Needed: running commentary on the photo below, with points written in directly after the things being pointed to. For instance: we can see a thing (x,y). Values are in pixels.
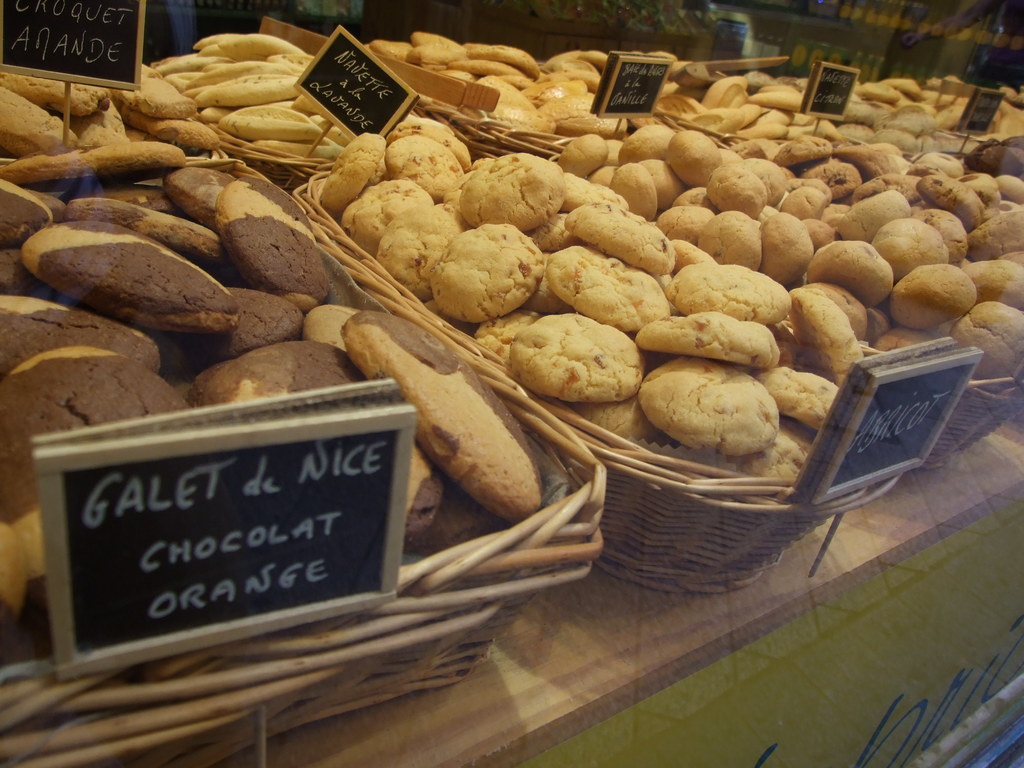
In this picture, we see the baskets (553,414) containing the cookies (572,251) are placed on the table (641,645). We see the placards (264,507) in black color with some text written on it. In the right bottom (861,674), we see a wall (787,690) in green color.
